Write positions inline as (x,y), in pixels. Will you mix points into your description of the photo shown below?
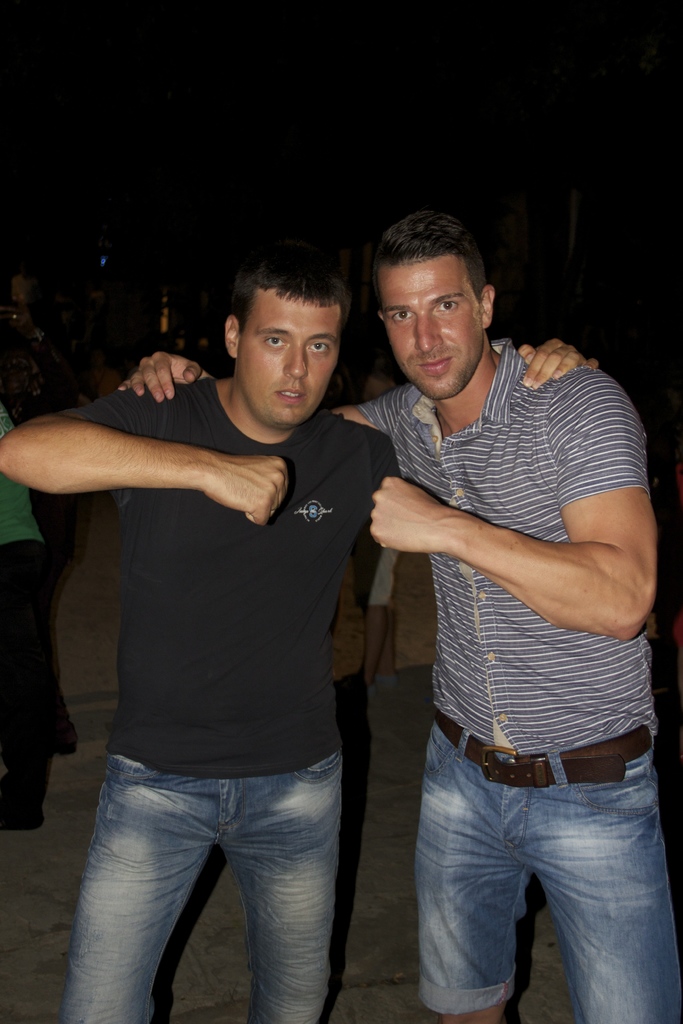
Here I can see two men (290,611) standing and giving pose for the picture. In the background (13,497), I can see some more people (37,591) standing in the dark.
